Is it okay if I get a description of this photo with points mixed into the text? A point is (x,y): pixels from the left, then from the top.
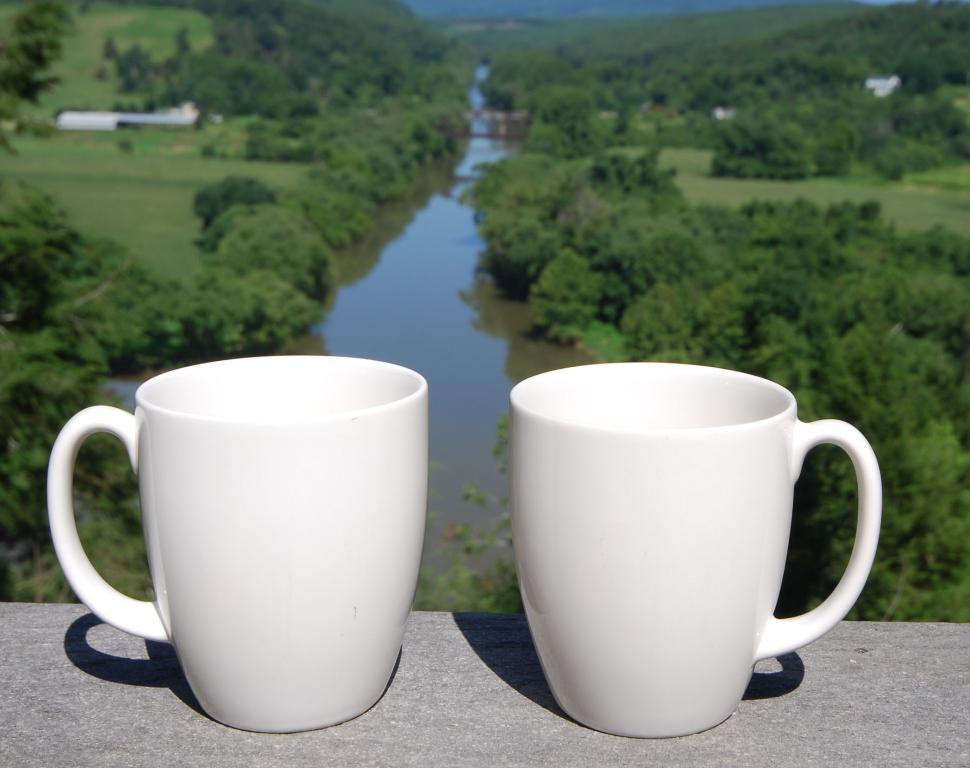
In this picture we can see couple of cups (377,438), in the background (479,313) we can find water (443,286) and few trees (601,194).
